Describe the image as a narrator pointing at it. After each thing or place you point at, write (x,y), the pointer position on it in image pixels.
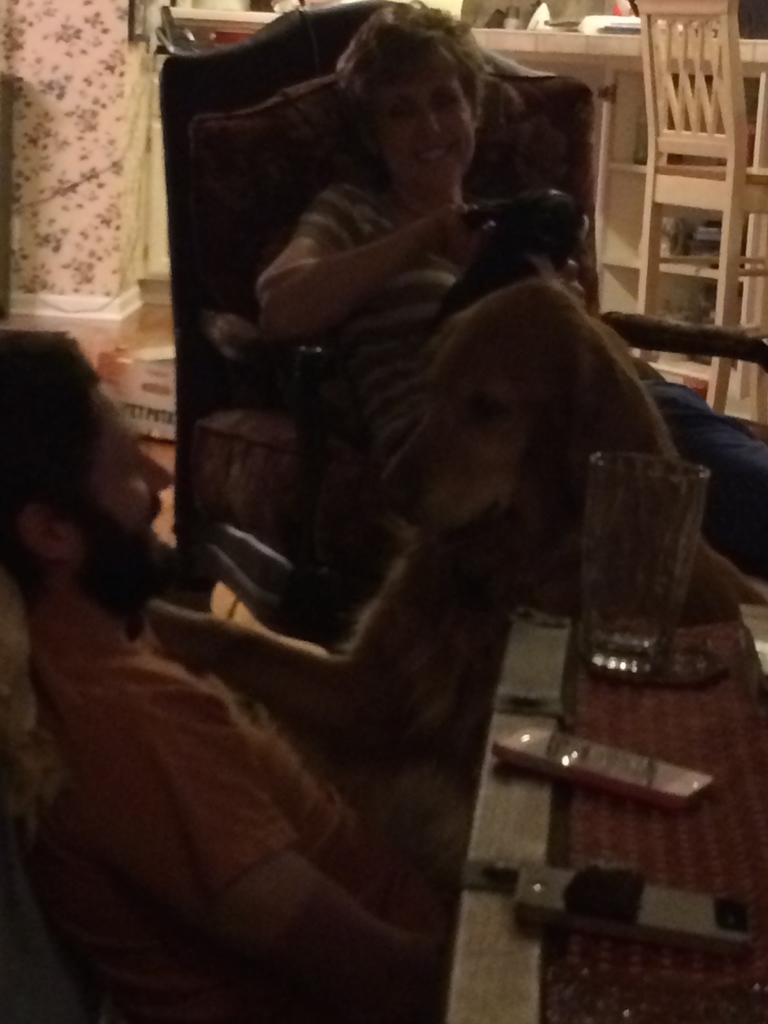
In this picture there are two members (184,860) sitting in the chairs (281,588) in front of a table (543,710) on which mobiles (659,910) and glass (632,467) was placed. In the background (648,204) there is a chair (702,143) and a wall (63,231) here.
